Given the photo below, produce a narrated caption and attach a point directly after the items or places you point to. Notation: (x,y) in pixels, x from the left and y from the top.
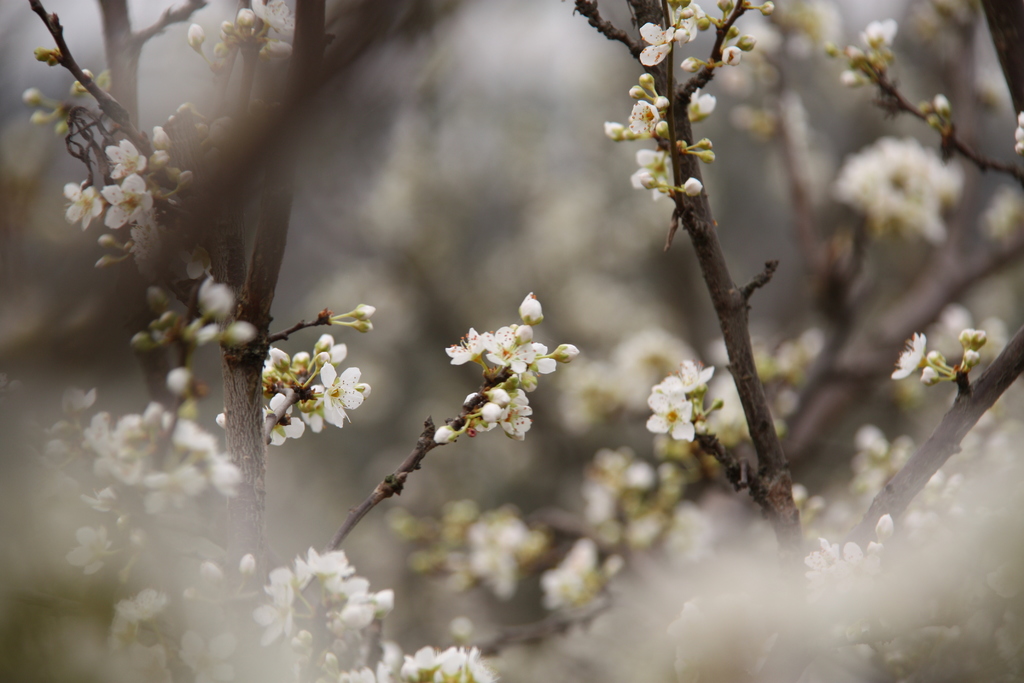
In this image we can see flowers (495,372), buds (27,94), plants (193,218) and the background (745,138) is blurred.
